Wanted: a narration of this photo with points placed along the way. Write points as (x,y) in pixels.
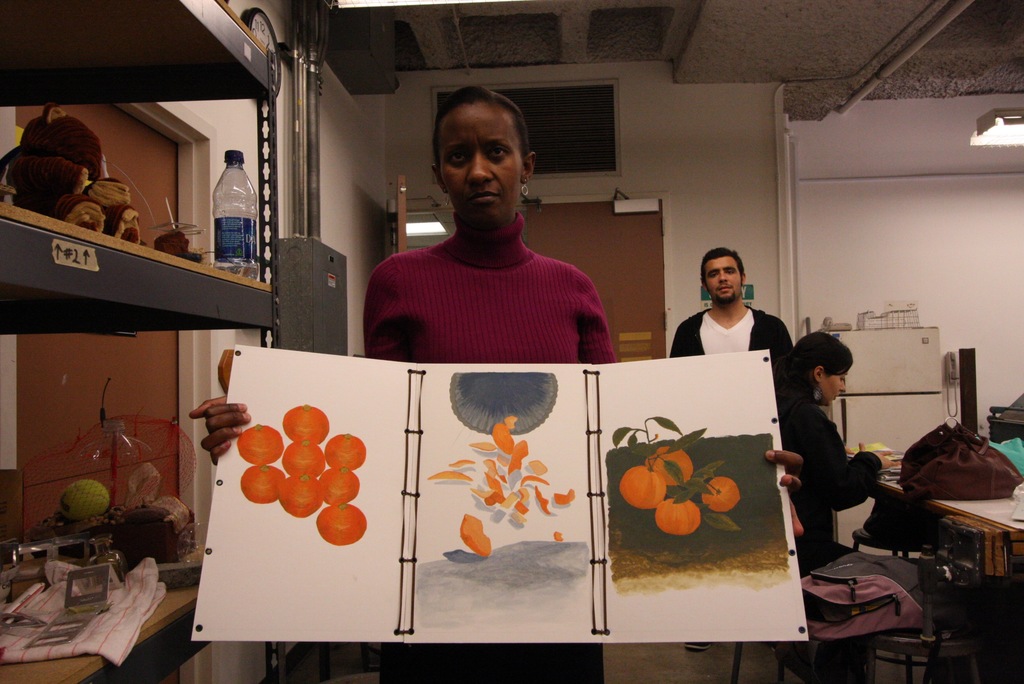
In this image the woman (564,346) is holding a chart (330,439). There is a racks (37,13). At the back side (737,320) there are two persons (737,320). On the table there is a bag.
